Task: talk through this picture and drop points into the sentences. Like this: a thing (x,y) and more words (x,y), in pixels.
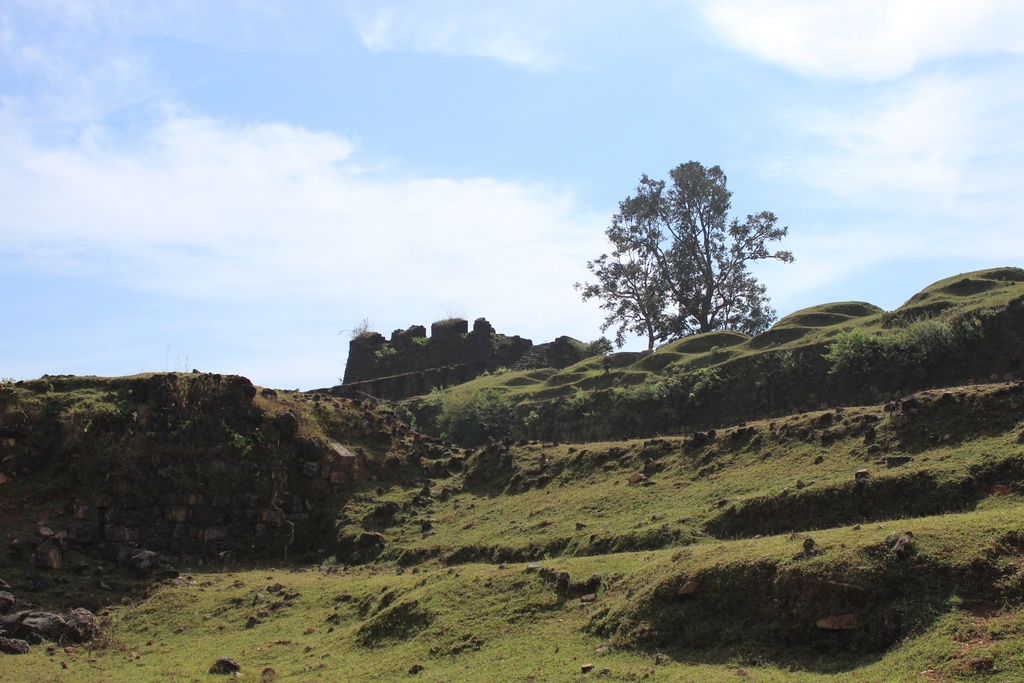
In this image I can see trees (643,277) and rocks (292,446). The sky (336,352) is in blue and white color.
